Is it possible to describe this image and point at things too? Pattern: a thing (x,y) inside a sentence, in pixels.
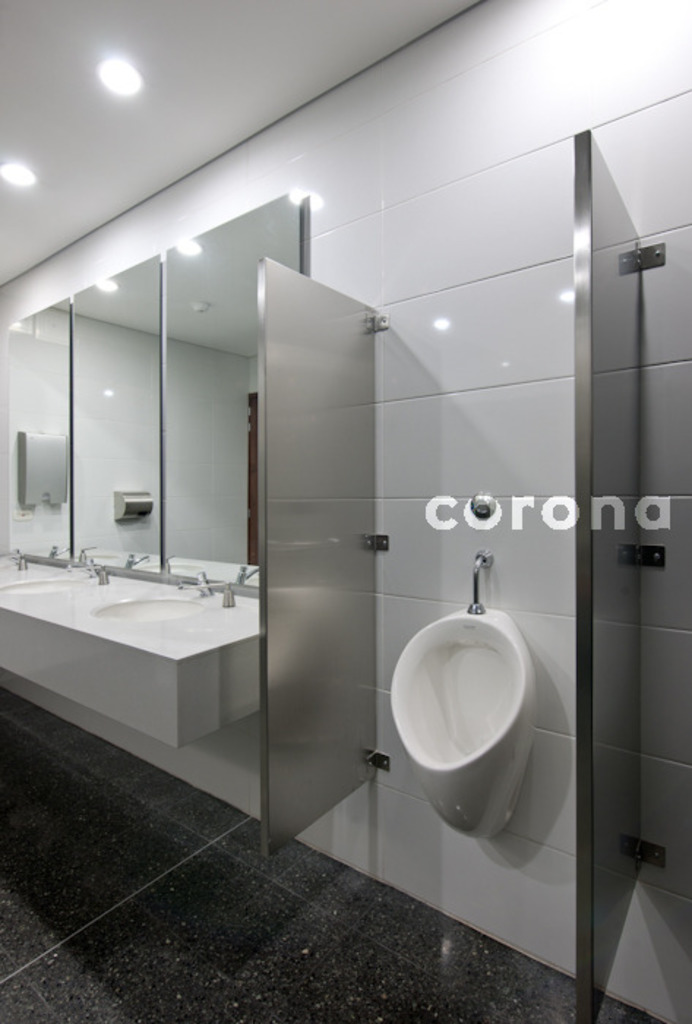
In this image, we can see a white color toilet (483,621), at the left side (11,642) there are some washbasins (115,670) and there are some mirrors (186,394), in the background (370,122) there is a white color wall (427,115).
